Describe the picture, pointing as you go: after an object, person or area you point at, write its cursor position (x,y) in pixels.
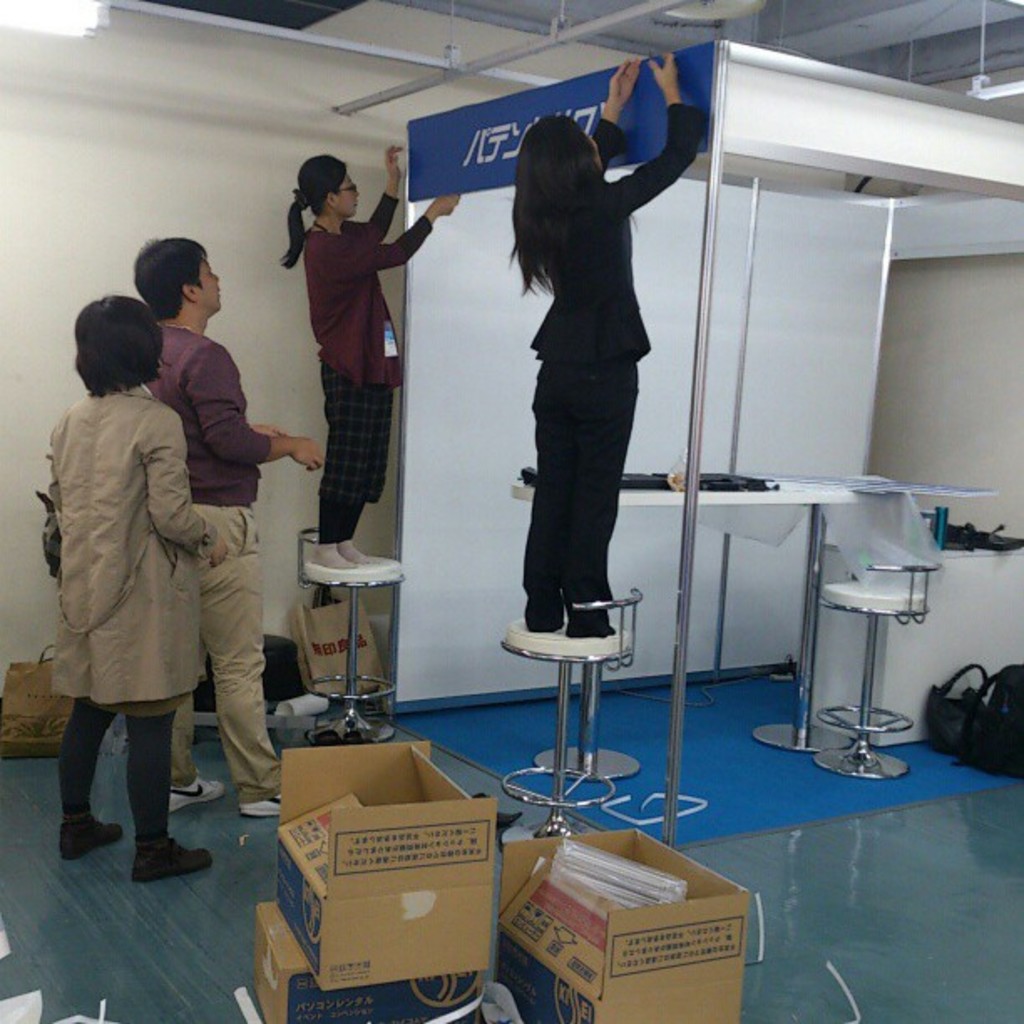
In this image we can see there are two girls (553,425) standing on the chairs (612,636) and adjusting a board (424,173), behind them there are two persons (201,599) standing on the floor (137,898). On the floor (187,987) there are few carton boxes (396,912) and some other objects (70,1017) placed. In the background (123,123) there is a wall (135,129).
